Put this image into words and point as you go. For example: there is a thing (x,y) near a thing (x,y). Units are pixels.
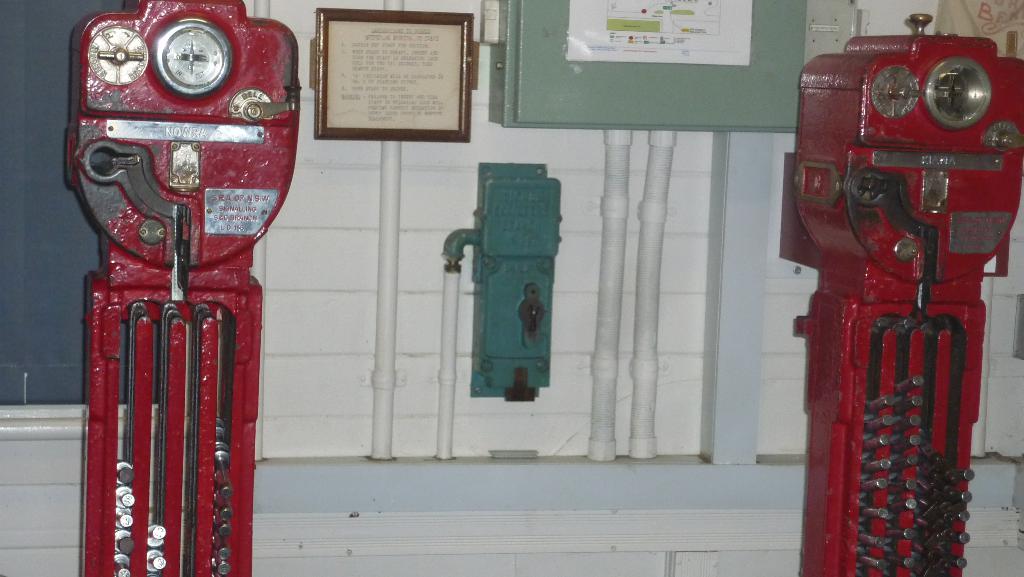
In this image we can see mechanical instruments (963,294), there is a photo frame (466,38), box (639,108), poster (983,24) with some text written on it, there are some other objects (527,399) on the wall (432,390).
